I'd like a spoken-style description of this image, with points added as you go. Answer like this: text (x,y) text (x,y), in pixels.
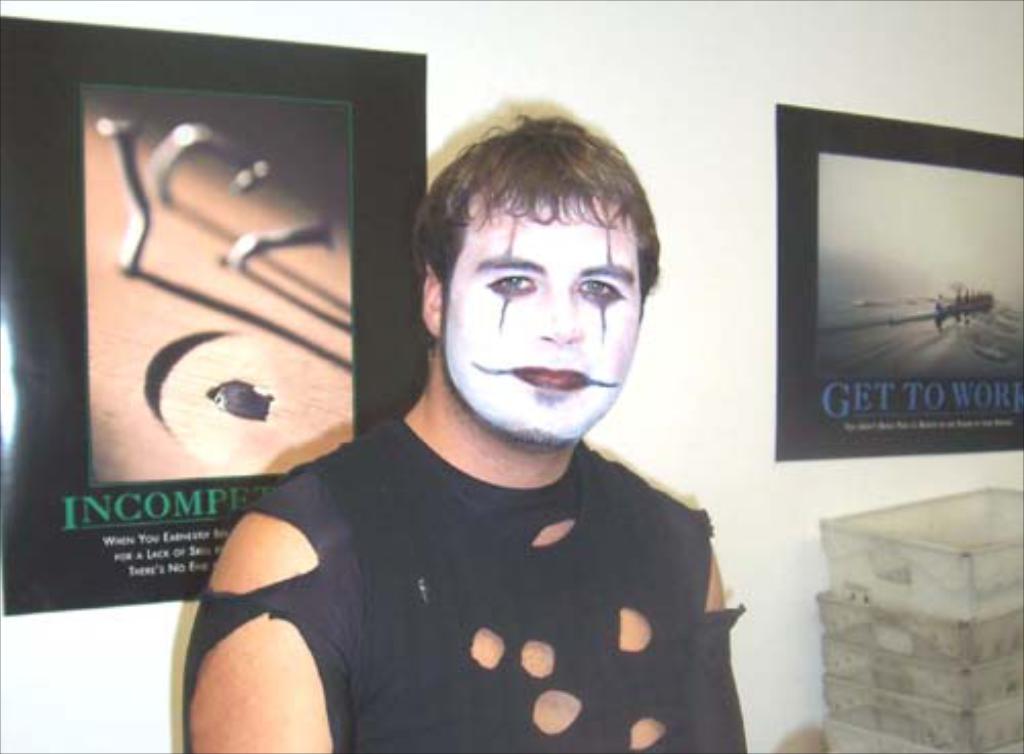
In this image I can see there is a man (550,631) standing and he is wearing a torn shirt (459,619) and there is a painting (486,374) on his face (584,271). In the background (213,244) there are photo frames (852,309) placed on the wall (53,679).
